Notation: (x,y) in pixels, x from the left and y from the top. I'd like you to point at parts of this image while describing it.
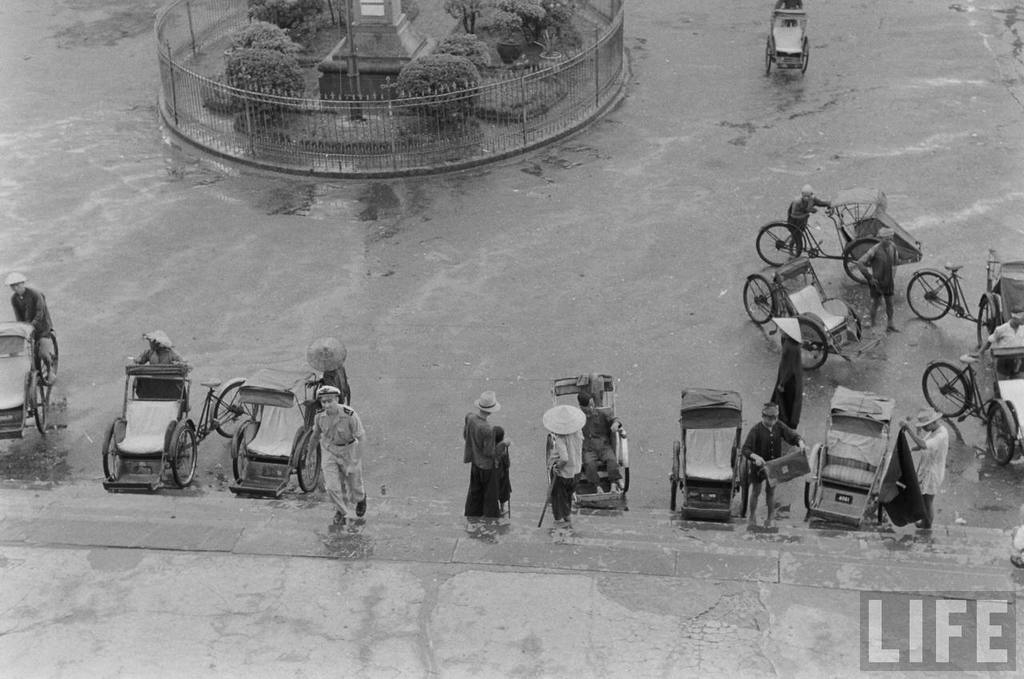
In the picture we can see a road (508,376) with a water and a path (711,676) and near to the path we can see some three wheelers (904,240) and some people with hats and on the road (212,346) we can see a round railing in it we can see a structured pillar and some plants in it and outside the railing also we can see one three wheeler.
